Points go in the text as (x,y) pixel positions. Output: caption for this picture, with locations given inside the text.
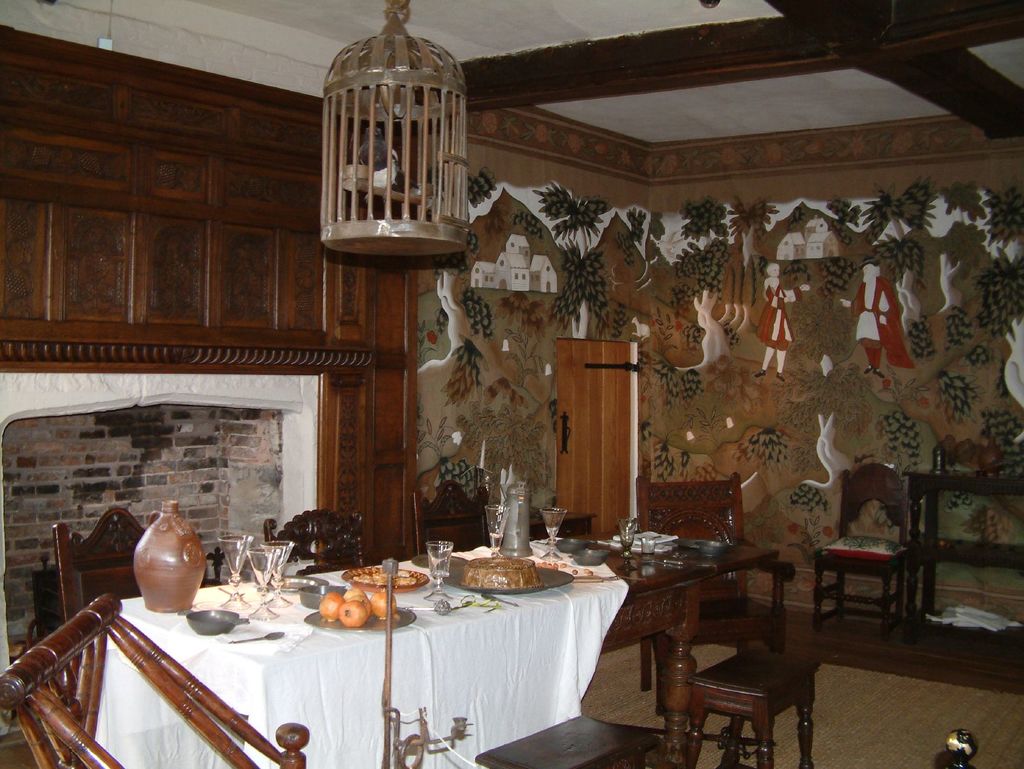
In this picture I can see few food items (359,600), glasses (262,571) and other things (429,607) on a dining table (534,617). There are chairs (41,696) in the middle (666,482), at the top (455,129) I can see a cage (408,235). In the background (486,298) there are paintings (783,347) on the wall (656,352), there is a door (626,455).
